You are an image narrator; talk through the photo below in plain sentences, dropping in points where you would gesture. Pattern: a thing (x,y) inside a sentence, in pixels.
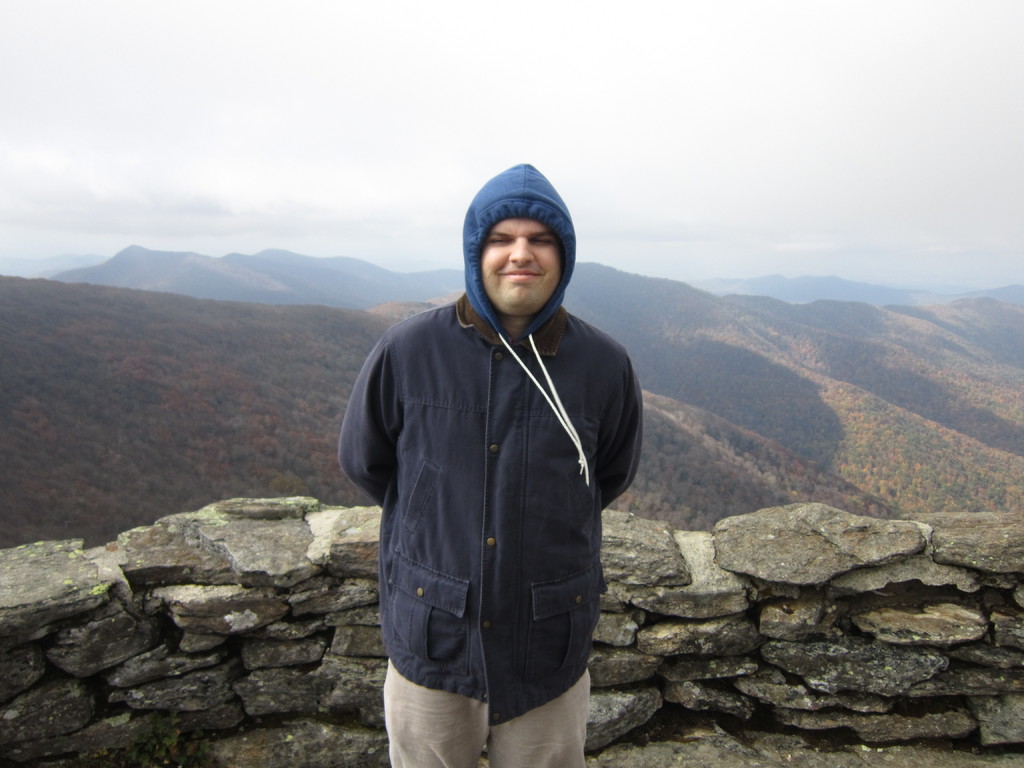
In this image there is a man (492,472) standing behind him there is a stone wall (607,685) and mountains (998,299).
